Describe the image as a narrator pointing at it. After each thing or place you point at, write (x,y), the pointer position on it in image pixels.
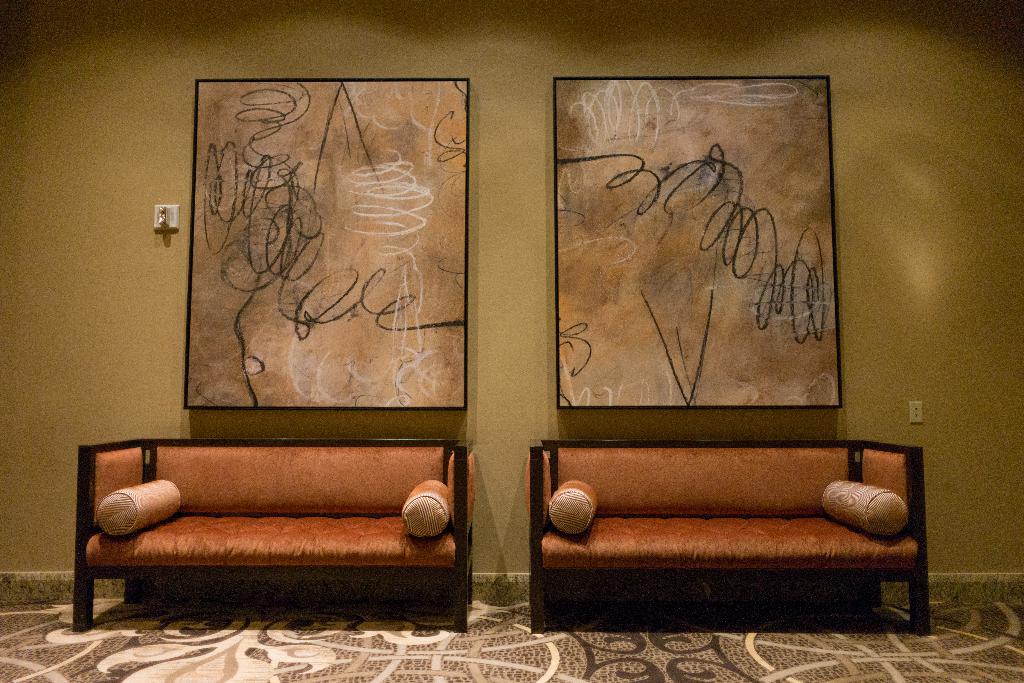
As we can see in the image there is a wall (130,237), switch board (166,224), photo frames (380,130) and two sofas (219,550).
